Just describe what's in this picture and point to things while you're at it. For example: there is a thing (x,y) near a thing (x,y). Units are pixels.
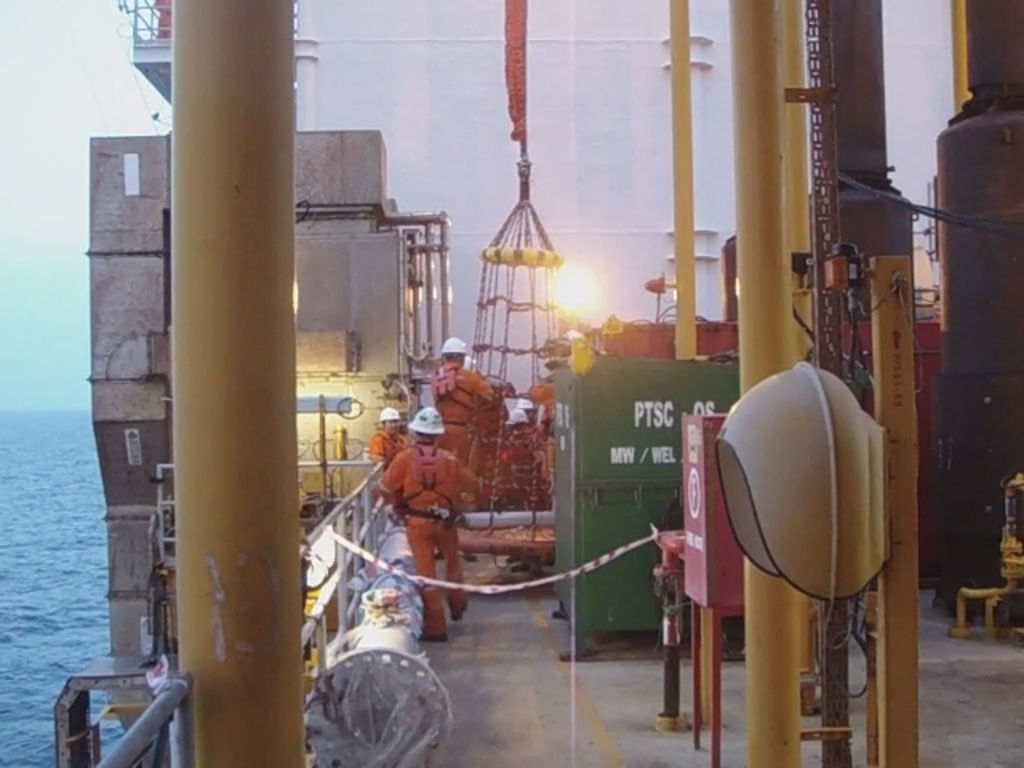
This is a ship (514,313). In this there are poles (684,216), boxes (609,541), railings (346,562). And there are some people (467,411) wearing helmets (435,409). In the back (73,510) there is water (76,519).
